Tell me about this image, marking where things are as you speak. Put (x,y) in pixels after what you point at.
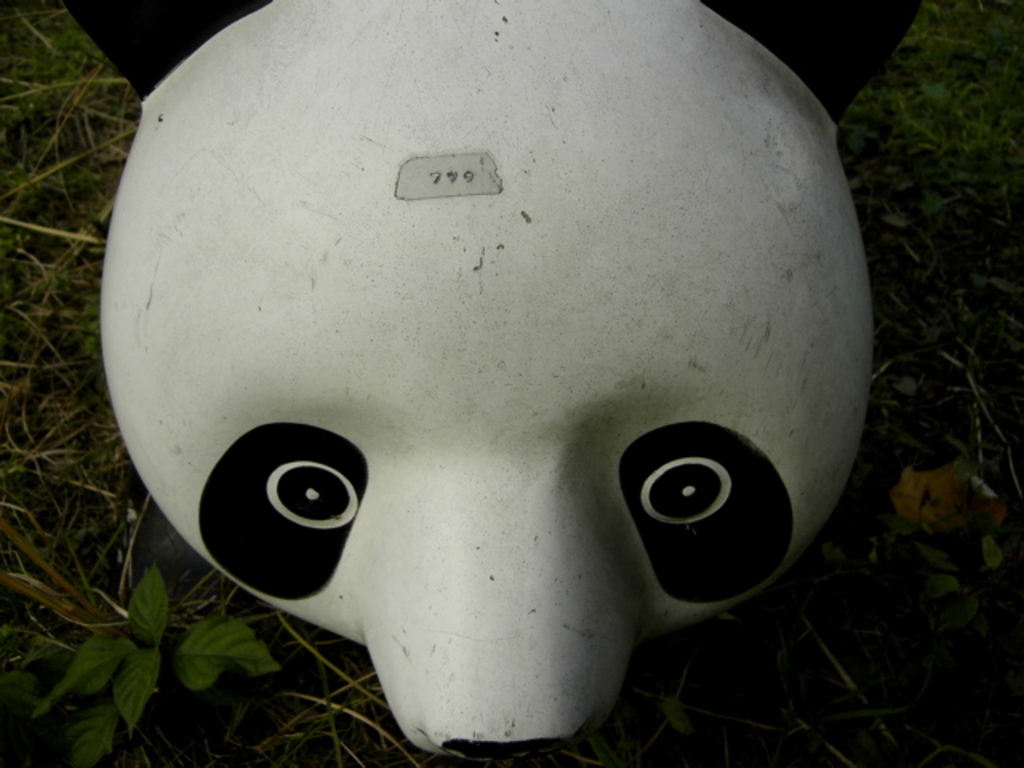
In this image I can see a panda head toy (479,529) on the grass (921,59).
